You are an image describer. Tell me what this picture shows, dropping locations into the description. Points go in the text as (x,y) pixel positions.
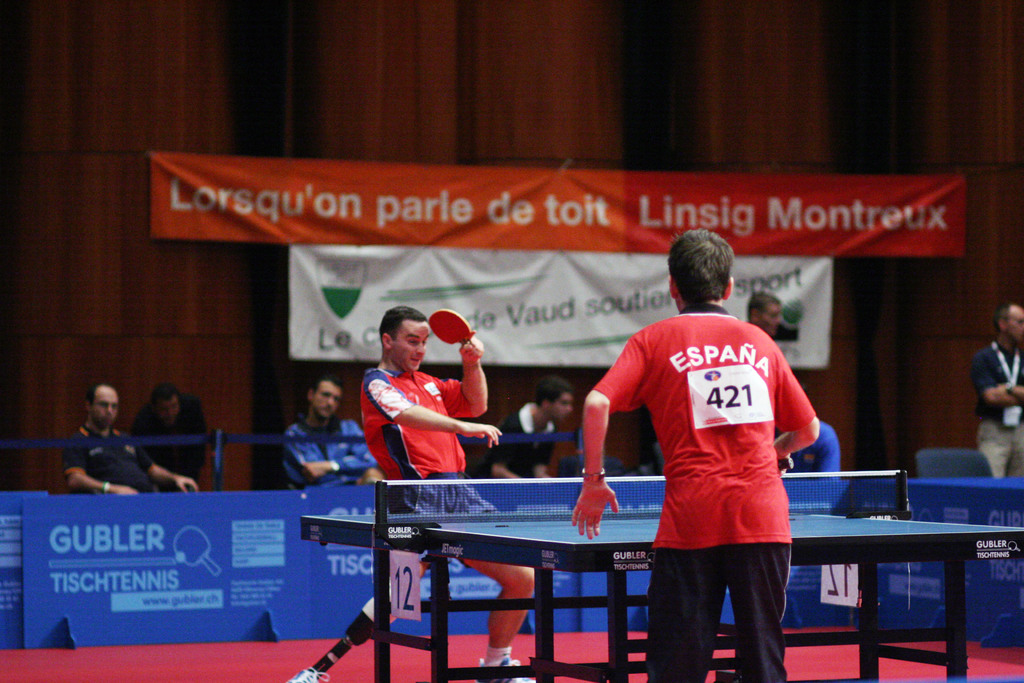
In this image there is a person (436,384) with red t-shirt (400,463), he is holding the bat (466,323) with his left hand (473,352) and he is playing table tennis. At the back (100,456) there are group of people (317,443) sitting and watching. At the top (236,200) there are banners (568,238), at the bottom (248,607) there are hoardings (51,575) and in the middle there is a table (502,554).
